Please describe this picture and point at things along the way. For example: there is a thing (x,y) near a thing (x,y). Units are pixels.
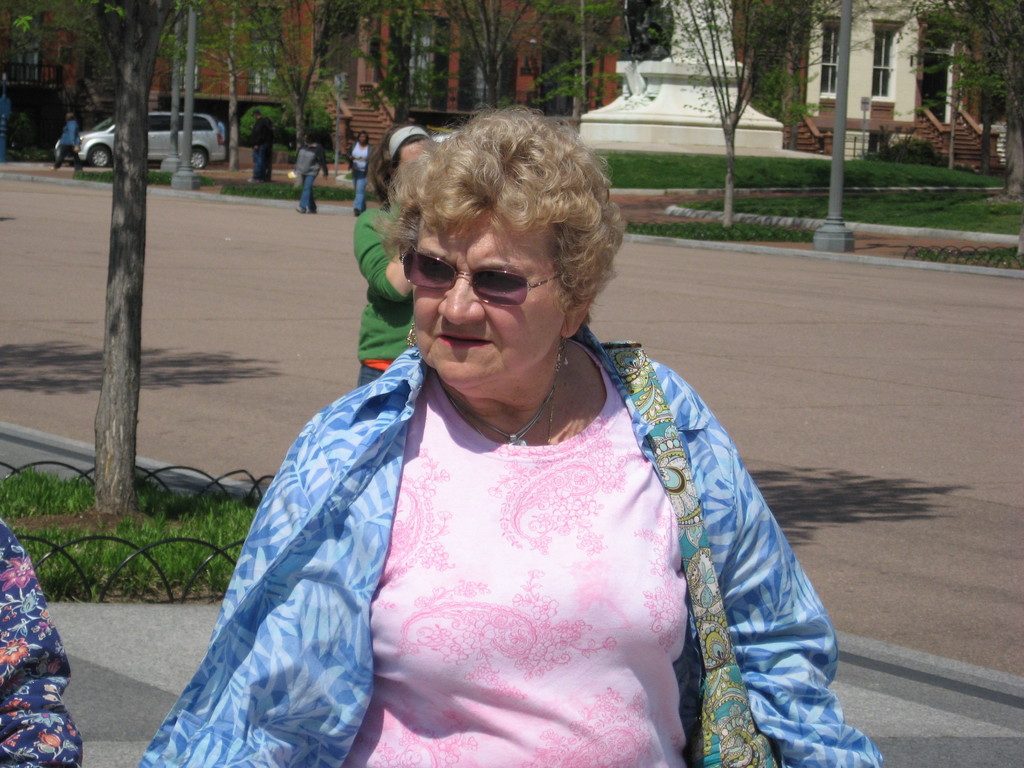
In this image in the middle (528,388), there is a woman (507,391), she wears a t shirt (470,509), shirt (369,456), bag (678,473), her hair (511,185) is short. In the background (835,253) there are some people (389,182), cars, buildings (809,126), poles (187,95), grass (174,560), plants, trees (261,57) and road (193,324).
